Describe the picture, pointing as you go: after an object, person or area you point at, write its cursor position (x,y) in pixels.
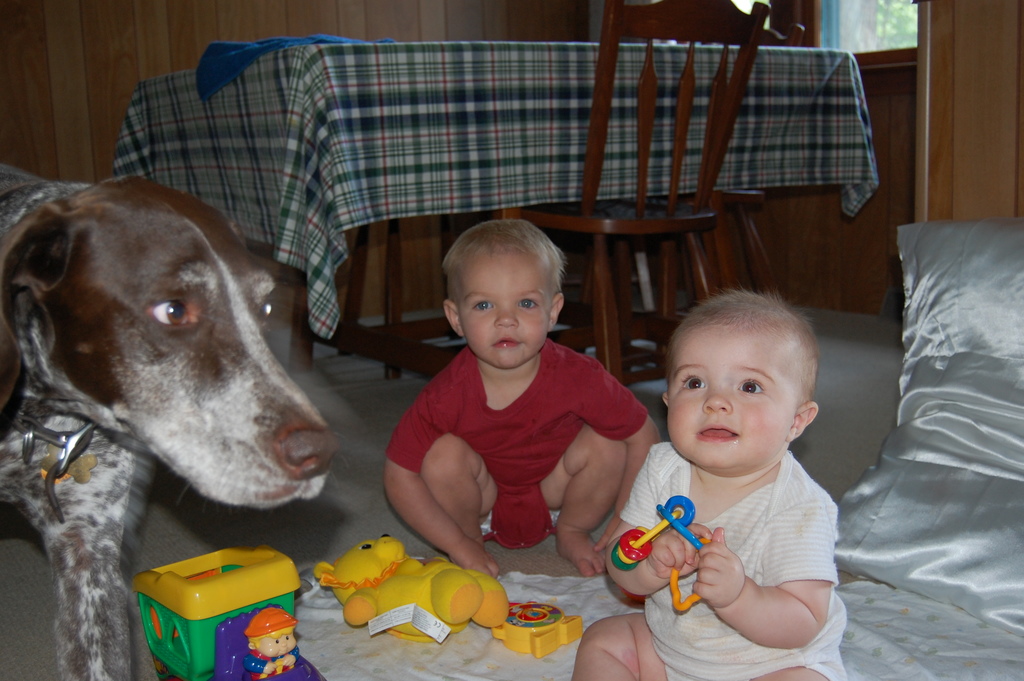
In this image I can see two kids (540,499), toys (410,582), cloth (532,673), cushion (901,439) and a dog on the floor (506,565). In the background (762,183) I can see a table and chairs (666,204), window (897,5) and a wall (231,33). This image is taken may be in a room (676,565).
